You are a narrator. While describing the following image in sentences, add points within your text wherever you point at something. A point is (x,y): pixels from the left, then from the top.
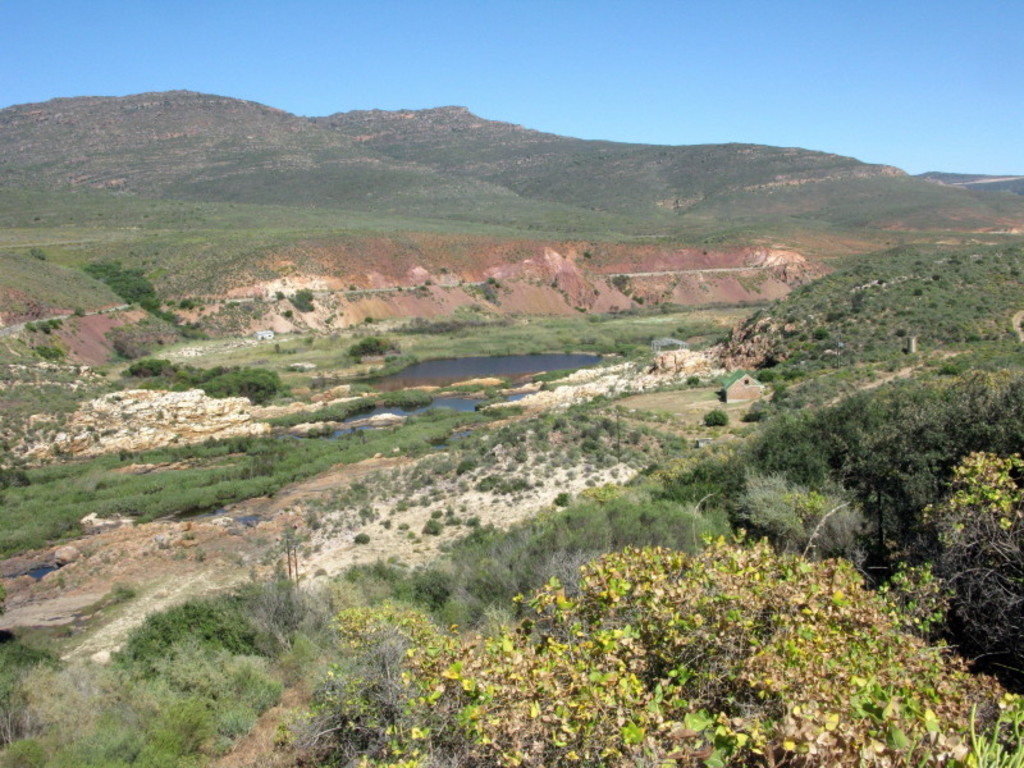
In this image, we can see so many plants (406,627), water (379,409), trees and house (727,389). Background (118,210) we can see hills (475,202) and sky (552,82).
